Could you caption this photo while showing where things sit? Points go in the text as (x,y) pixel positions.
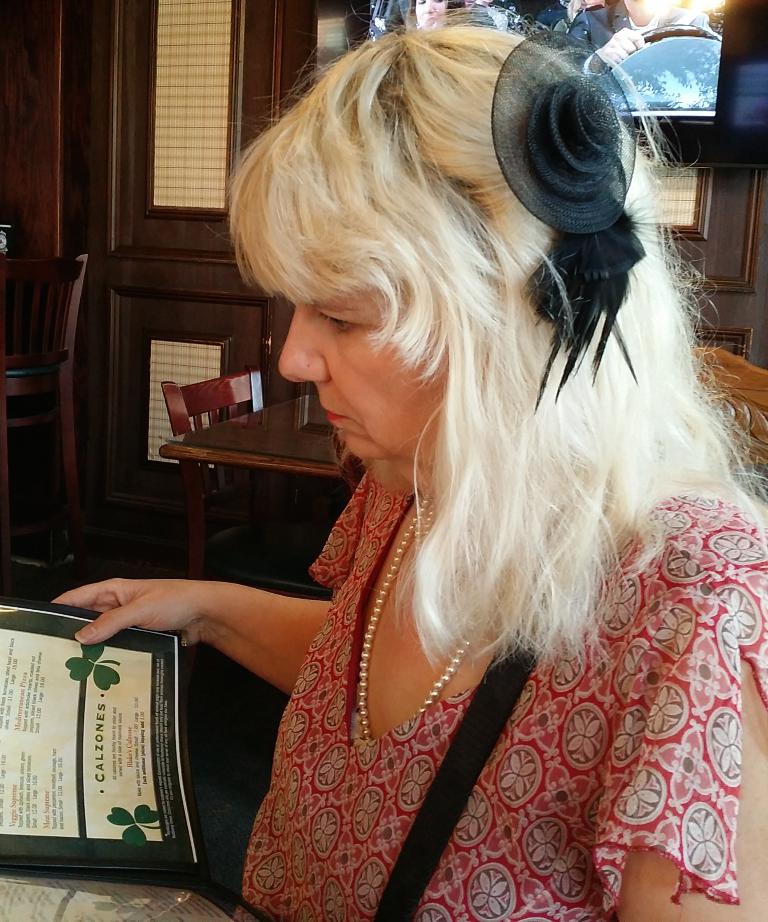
In this image in front (544,728) there is a person (356,653) sitting on the chair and she is holding the menu card (98,801). Behind her there is a table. There are chairs (177,391). In the background of the image (198,135) there is a door (220,72). There is a TV (723,92).
